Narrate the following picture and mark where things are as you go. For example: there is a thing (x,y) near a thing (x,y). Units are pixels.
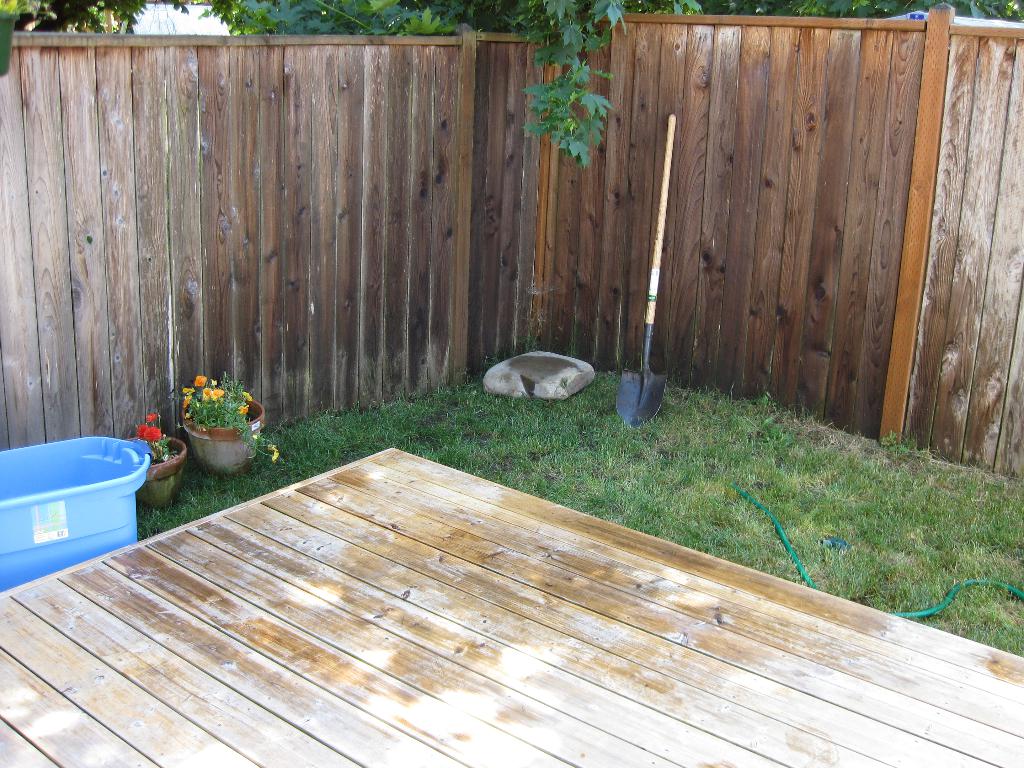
In this picture we can see backyard (795,499) of the house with wooden fence (484,199). To the left side of the image (92,510) one plastic tub (73,513) and two pots (210,469) are there. The land (518,443) is full of grass (547,463). Bottom of the image (460,659) wooden floor (387,674) is present. Behind the fence (427,60) trees (435,34) are there.
